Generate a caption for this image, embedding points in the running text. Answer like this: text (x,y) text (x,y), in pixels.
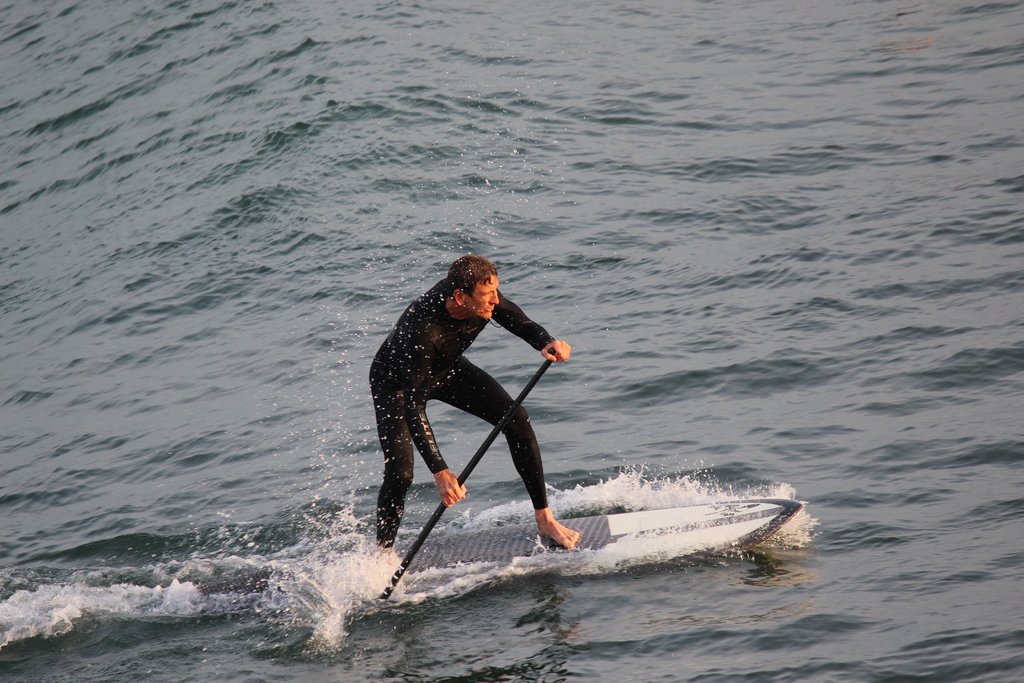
In this image we can see a person (537,520) surfing, surfboard (438,547) on the water (576,157).
